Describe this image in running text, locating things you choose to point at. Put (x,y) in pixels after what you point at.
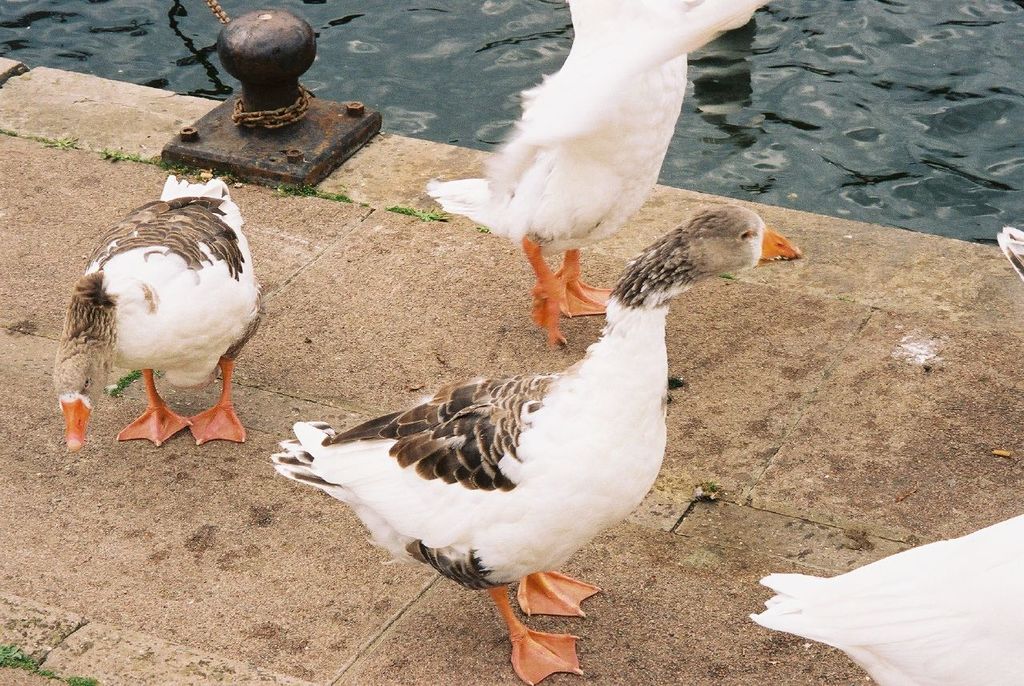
In this image I can see few birds (639,395) and they are in white and brown color. In the background (342,143) I can see the iron object (239,151) and I can also see the water (497,53).
